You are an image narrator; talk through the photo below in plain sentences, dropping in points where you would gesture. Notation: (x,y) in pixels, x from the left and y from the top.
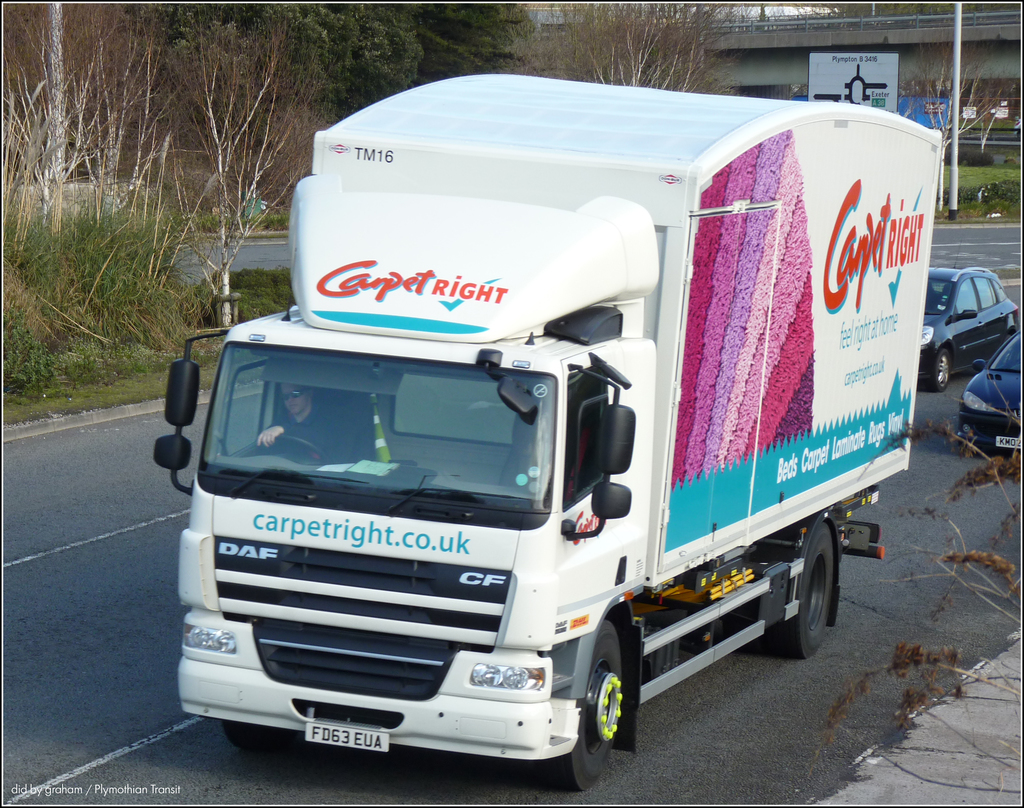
On a road (46,635) there is a truck (663,406) and two cars (941,369) are moving and behind the road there is a bridge (910,77) and there are few plants (266,134) around the road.
